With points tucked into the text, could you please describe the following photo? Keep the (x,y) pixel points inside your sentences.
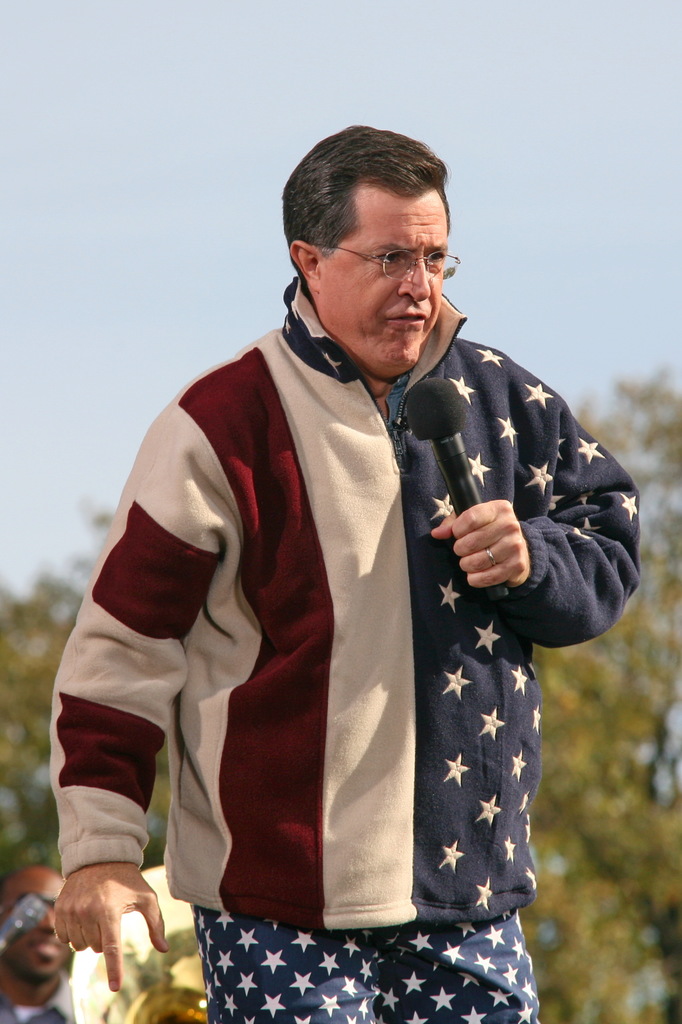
In this image I can see a person (223,860) standing and holding a microphone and talking. The person (375,402) is wearing cream, red and blue color jacket (340,763). Background (580,756) I can see few trees (572,708) in green color and sky (468,49) in light blue color.
